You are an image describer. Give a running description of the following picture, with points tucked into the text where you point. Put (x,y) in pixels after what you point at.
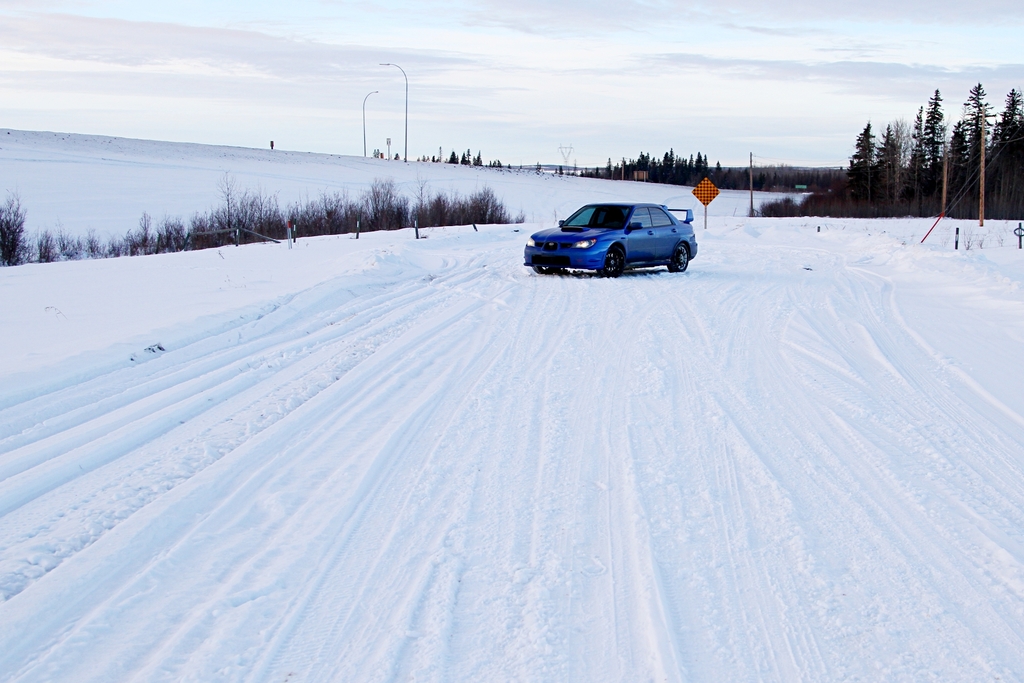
In this image I can see a blue car (624,256) on the snow (643,334). There are trees (764,174), wires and poles (752,169) at the back (732,171). There is sky (541,63) at the top (680,63).
